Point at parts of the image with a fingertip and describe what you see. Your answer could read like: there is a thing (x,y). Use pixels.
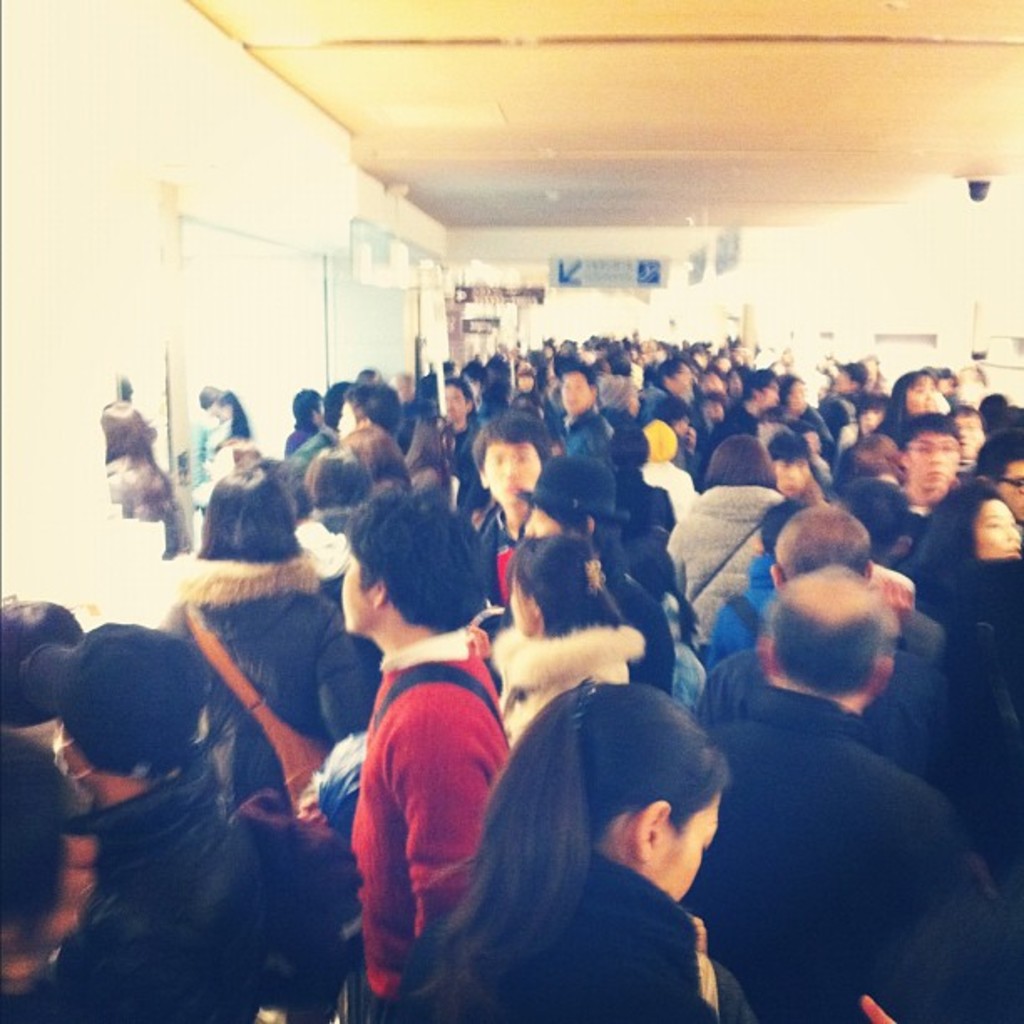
In this image there are group of people (527,610), there is a board (602,277), there is roof (623,105), there is a wall (78,282).
